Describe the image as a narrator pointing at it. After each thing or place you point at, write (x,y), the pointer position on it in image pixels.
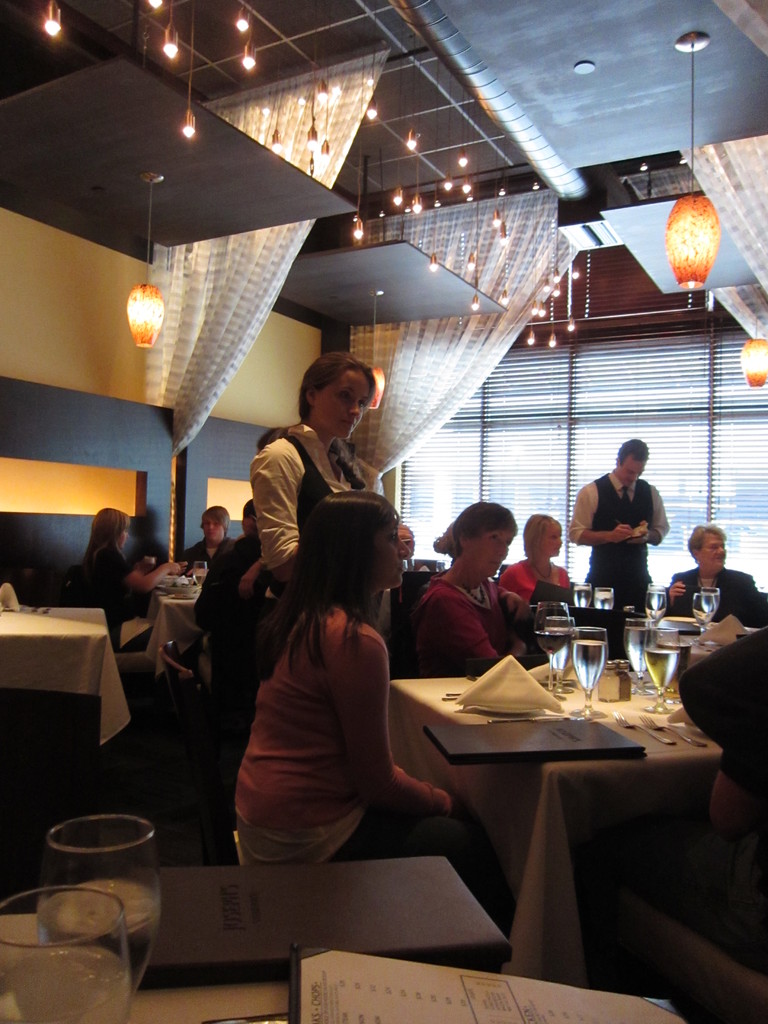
In this image there are group of people (300,641) some of them are sitting and some of them are standing. And there are some tables (641,733), on the table (659,795) there are glasses (590,673) and that glasses (582,663) are filled with drinks (565,651). On the table (563,871) there is one book (512,737), and on the top of the image (381,184) there is one ceiling (562,90) that is filled with lights (187,125) and some curtains (350,93), and on the right side of the image (669,392) there is one window (681,423). On the left side of the image (73,392) there is one wall (84,359). On the right side of the image (541,845) there is a table (509,786) that is covered with white cloth (576,783).
